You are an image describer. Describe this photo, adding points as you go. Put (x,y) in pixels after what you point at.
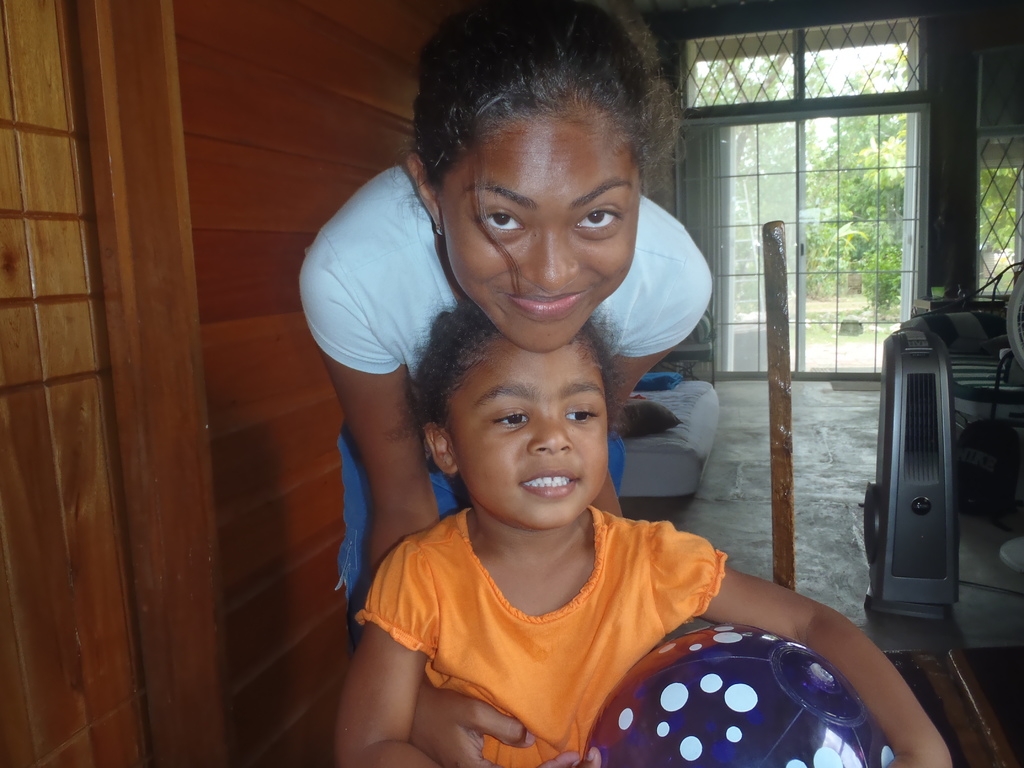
In the center of the image (591,277) we can see a girl (497,227) is bending and smiling. At the bottom of the image (587,640) we can see a girl (562,585) is sitting and holding a ball (727,720). In the background of the image (987,75) we can see the wall (950,132), door (772,196), windows (1011,246) and some objects (950,423), couch (661,447), pillows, chair (706,330) and floor (859,590). Through door (915,233) we can see the trees (880,229), ground (843,293) and sky (856,71).
